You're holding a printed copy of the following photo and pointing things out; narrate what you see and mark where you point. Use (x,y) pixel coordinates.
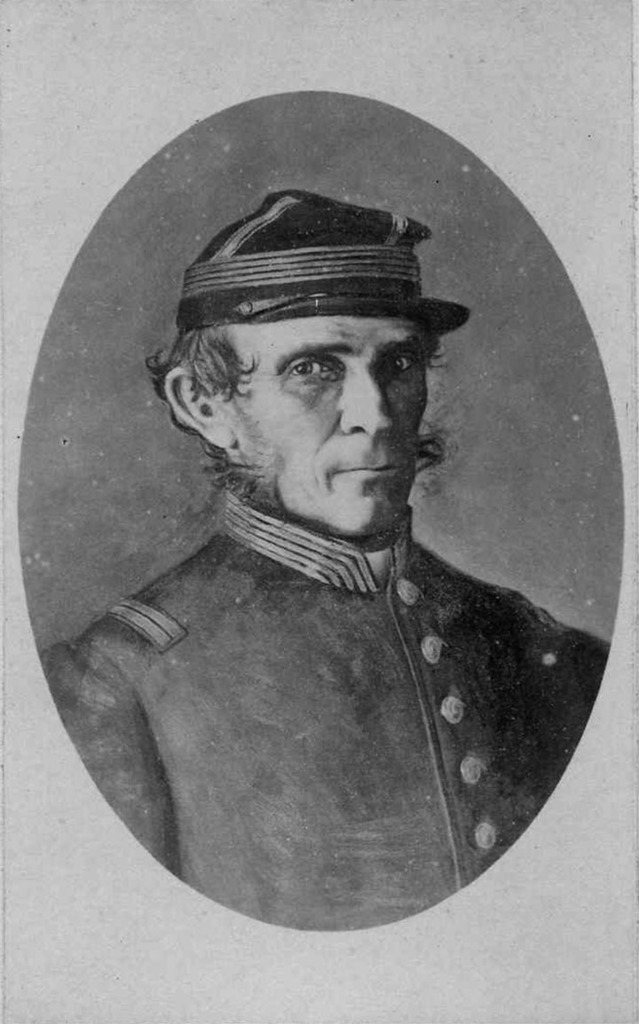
In this picture we can see a photo (50,599) of a man (381,343) wore cap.
